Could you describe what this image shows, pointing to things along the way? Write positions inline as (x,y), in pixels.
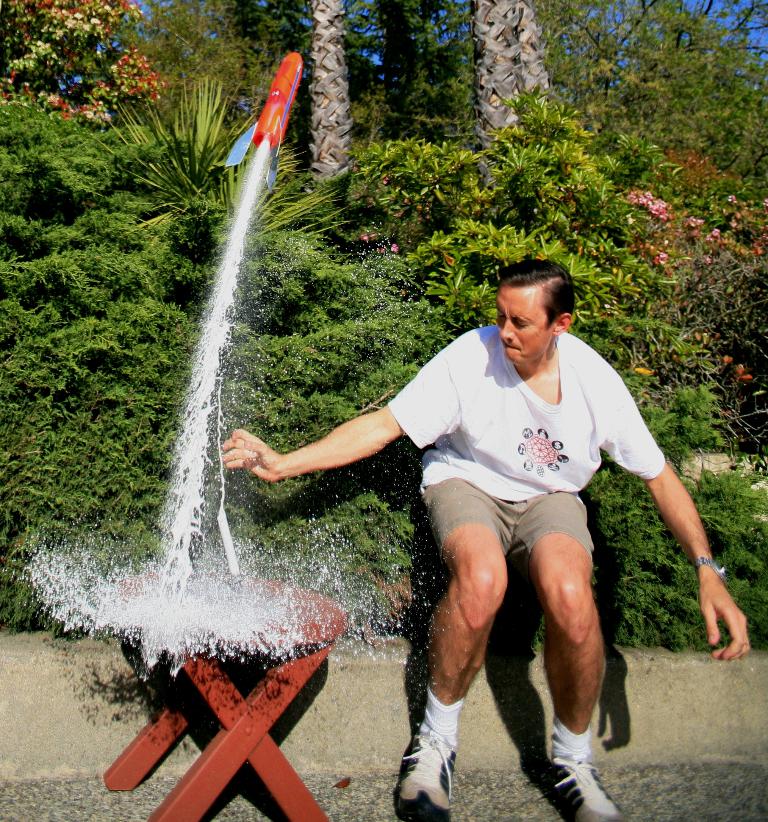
A person (472,449) wearing a white shirt (520,427) is playing with a toy rocket (264,137). And a table (287,665) is there. In the background (138,286) there are trees (431,105) and plants (404,141).
